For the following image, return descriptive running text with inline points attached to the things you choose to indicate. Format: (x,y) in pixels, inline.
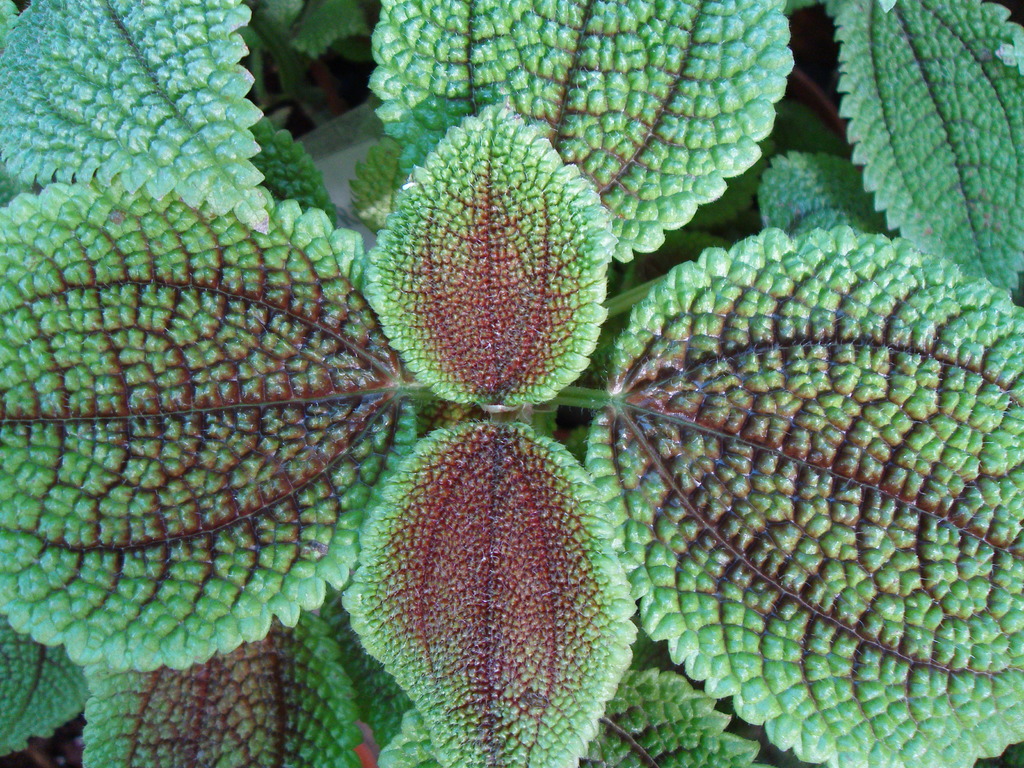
In the middle of this image (515,413), there is a plant (537,394) having green color leaves (554,244). In the background (741,160), there are green color leaves (732,66).
